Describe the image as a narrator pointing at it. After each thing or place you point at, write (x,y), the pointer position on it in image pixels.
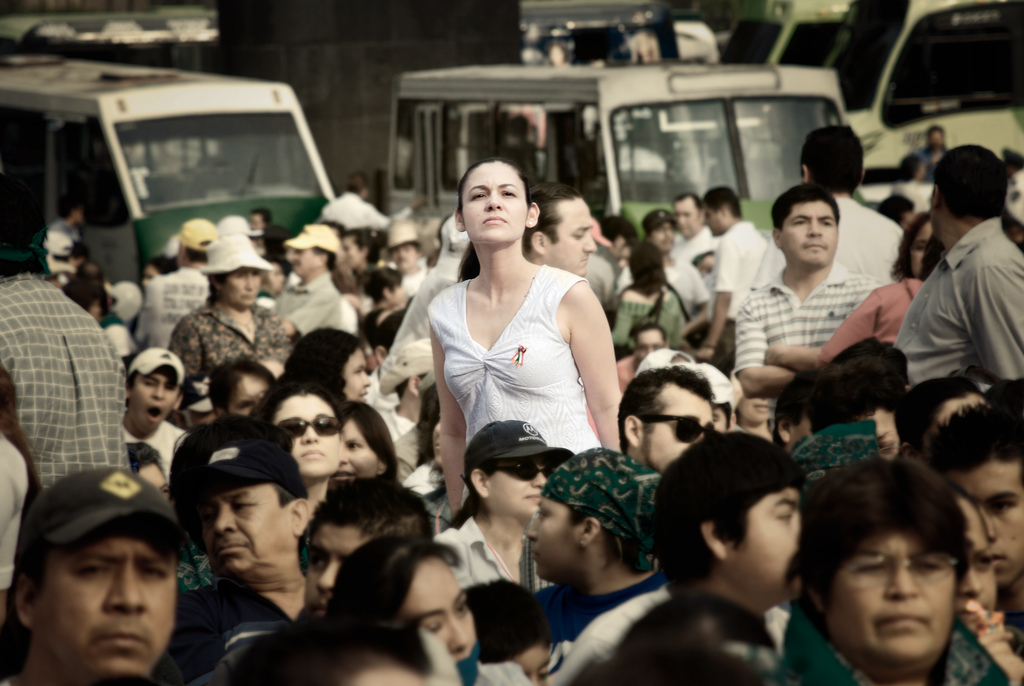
We can see group of people (703,239). In the background (809,131) we can see vehicles (406,76).
